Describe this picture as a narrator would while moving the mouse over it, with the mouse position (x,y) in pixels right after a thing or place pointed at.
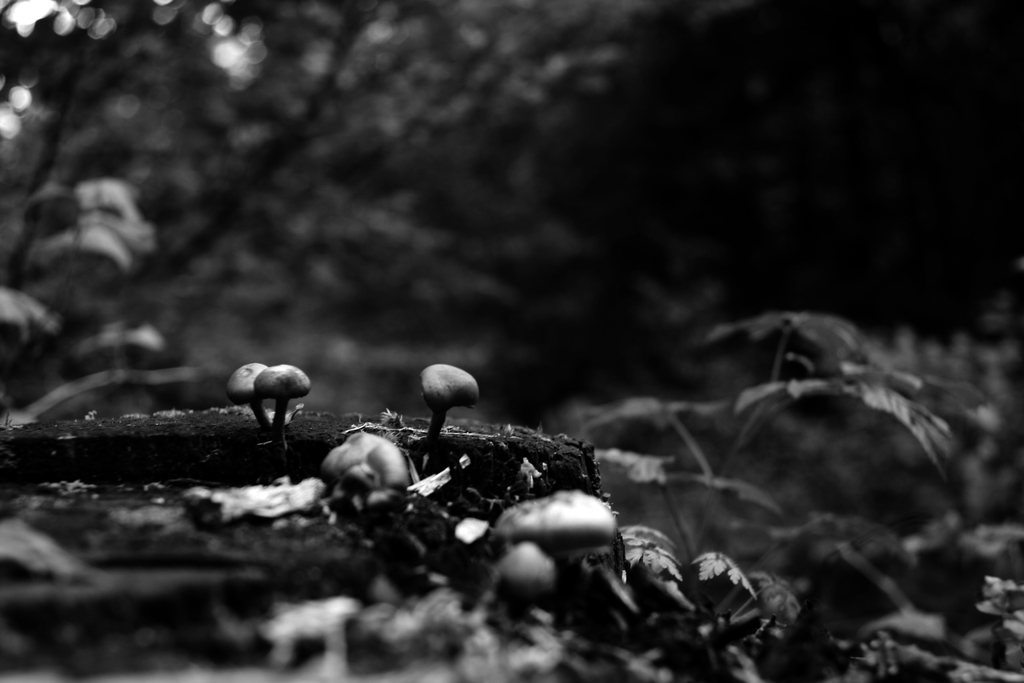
It is the black and white image in which there are mushrooms (382,465) on the ground (314,440). In the background (474,269) there are trees (736,342) with the leaves (130,232).
